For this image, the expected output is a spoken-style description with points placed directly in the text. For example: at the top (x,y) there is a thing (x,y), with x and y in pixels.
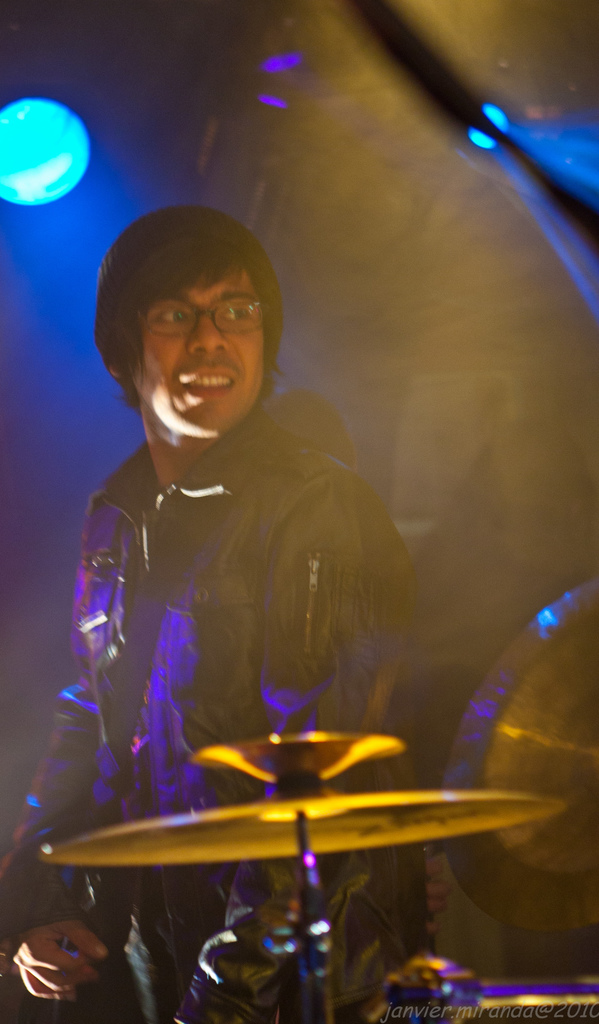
In this image we can see a person (188,611), light (11,163), and the drums (520,767), and the background (374,251) is blurred.
